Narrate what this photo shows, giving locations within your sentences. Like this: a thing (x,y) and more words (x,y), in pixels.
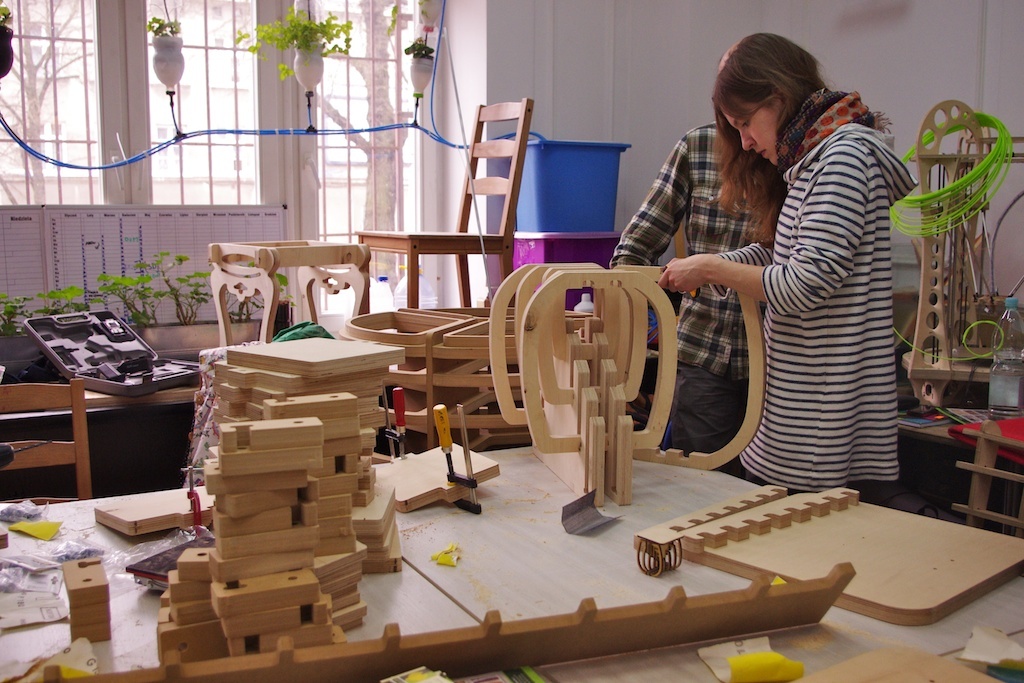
A woman (801,154) wearing a scarf (788,135) is working on a furniture (602,307). Behind her another person (701,348) is standing. There is a table (460,537). On the table (477,540) there are many furniture items (327,511), papers (58,593) and plastic covers (77,548). In the back (932,245) also there are many furniture items (461,252), chair (487,235), baskets (545,216), pots (167,62) with plants (304,38), windows (191,165), box (117,342), and many furniture items (75,416) are over there.
